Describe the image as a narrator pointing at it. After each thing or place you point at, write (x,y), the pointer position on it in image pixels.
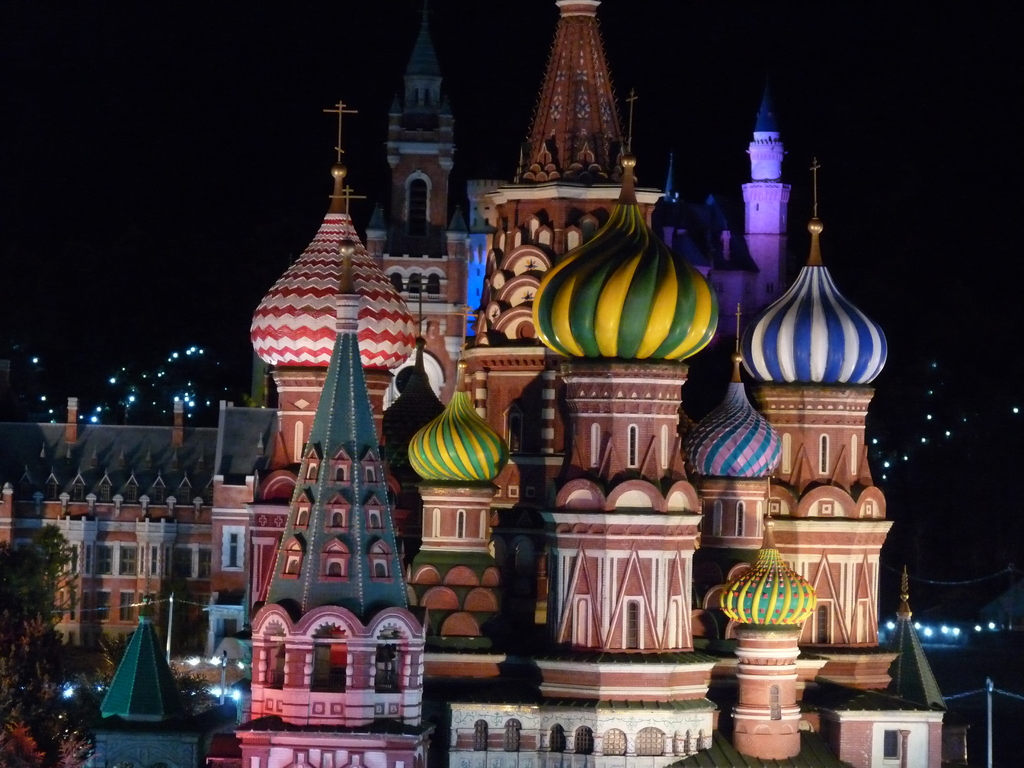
In the center of the image (514,316) we can see castle (325,685). In the background (60,615) we can see trees (41,652), building (200,532) and lights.
